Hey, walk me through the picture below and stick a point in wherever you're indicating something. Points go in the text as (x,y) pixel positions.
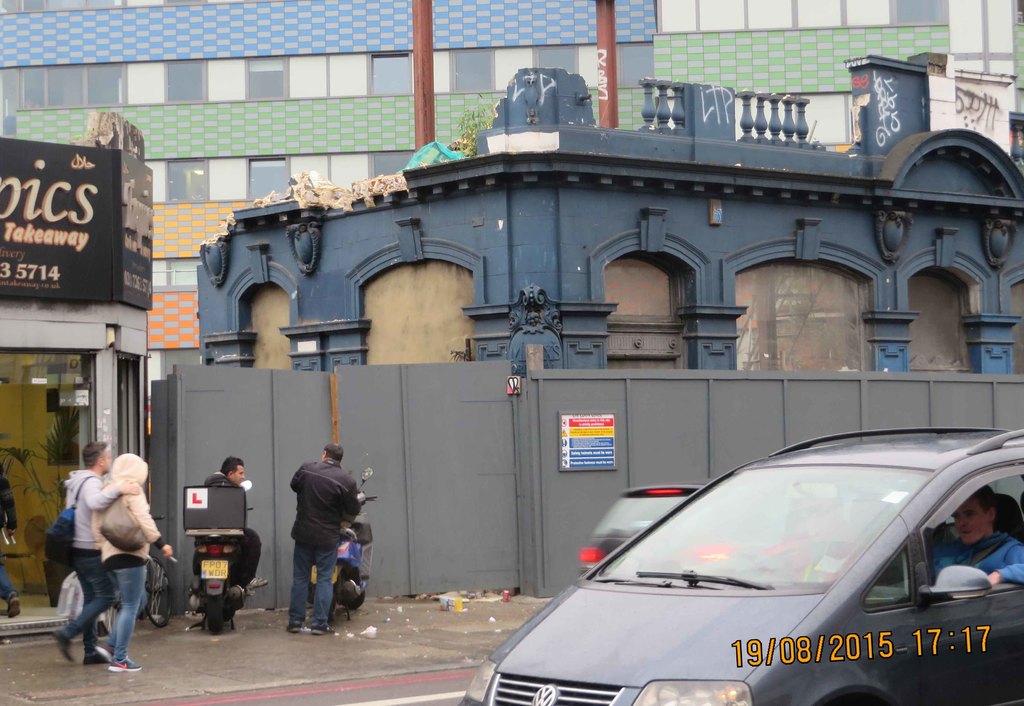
In this image i can see two persons (122,557) walking on a road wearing bag (128,518), at right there are two other persons (210,480), one person (228,489) sitting on a bike (212,533) and the other person (305,534) standing wearing black shirt (332,533) and blue jeans (333,561) in front of the bike (347,567) at right (721,575) there is a car (737,576) and man (958,547) sitting in a car (885,545) and the other car (631,529) on the road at the back ground (462,258) i can see a building (566,235) in the blue color, a board (585,418), a pole (600,53) and a stall (40,198) at the left (41,291).
